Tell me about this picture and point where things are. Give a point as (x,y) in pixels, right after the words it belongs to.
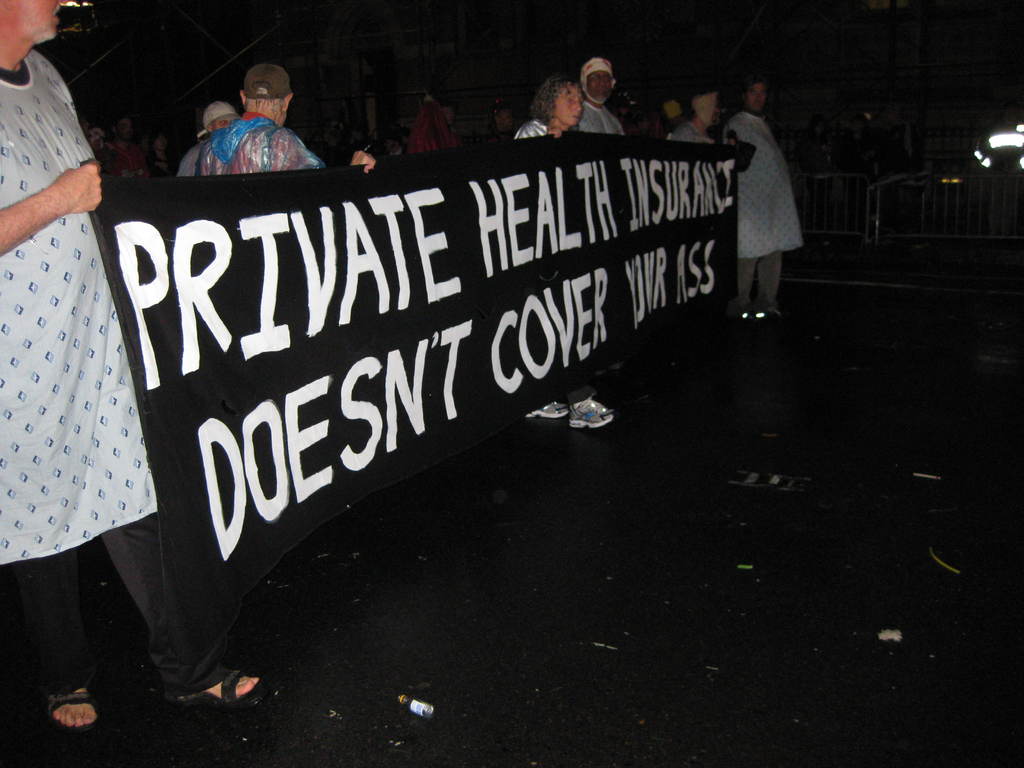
In this picture we can see a group of people (150,496) holding a banner (522,276) with their hands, fence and in the background (668,28) it is dark.
